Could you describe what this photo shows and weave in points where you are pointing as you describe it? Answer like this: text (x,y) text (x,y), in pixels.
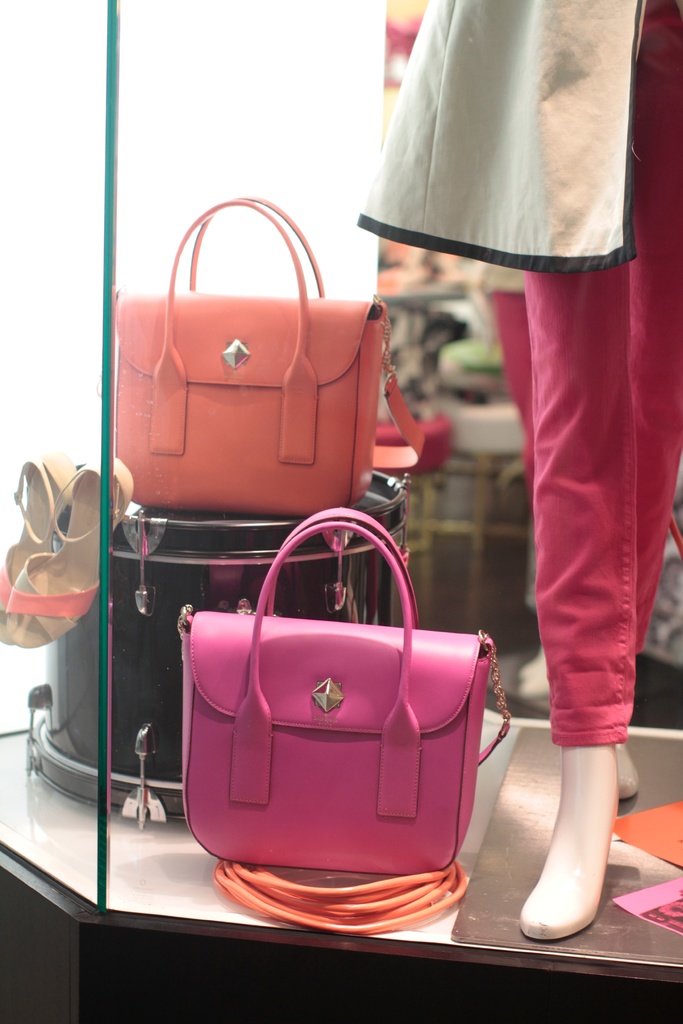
there is a pink handbag (336,732). behind that there is a orange hand bag (212,451) and a pair of sandals (58,534). on the right (599,431) there is a mannequin (573,372) which is wearing a pink pant (582,479).
